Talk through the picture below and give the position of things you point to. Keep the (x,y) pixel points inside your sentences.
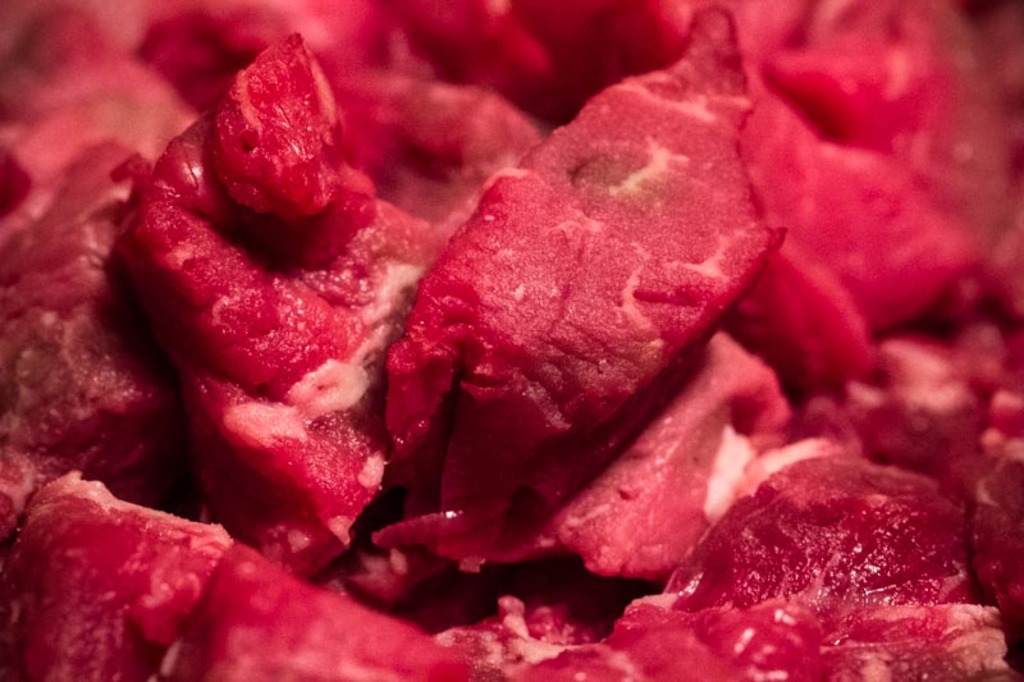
In this image we can see the raw meat (495,372).
